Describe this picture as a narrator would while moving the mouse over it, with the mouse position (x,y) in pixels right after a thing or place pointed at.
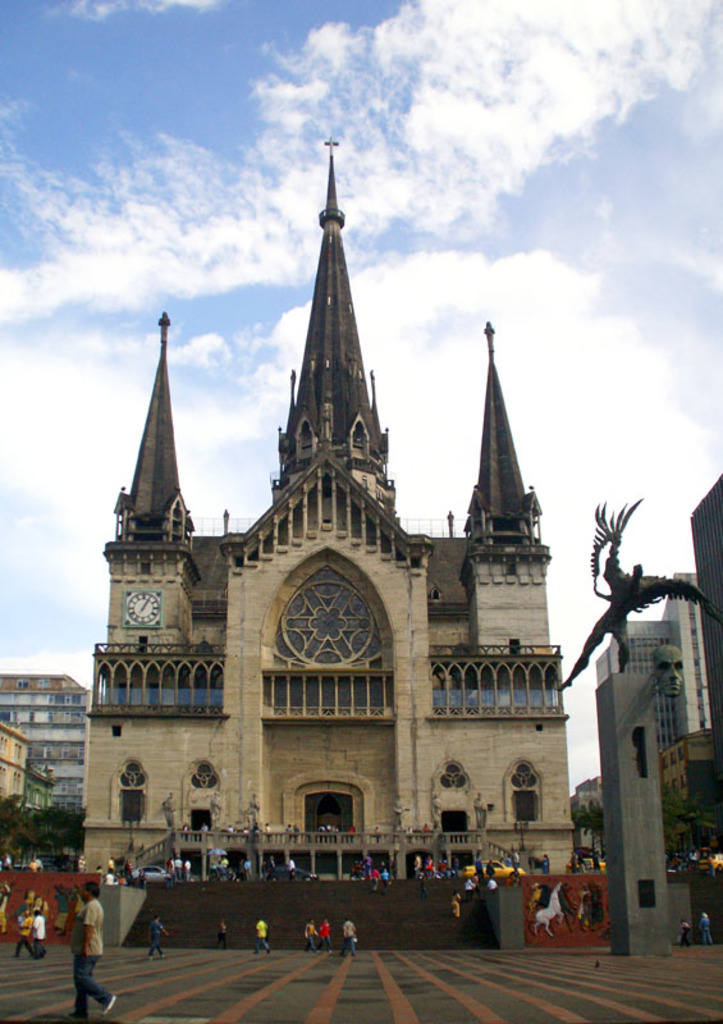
In this image we can see some buildings (377,711), people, sculpture (680,595) and other objects (43,825). At the top of the image (366,174) there is the sky (402,151). At the bottom of the image (339,964) there is the floor (533,995).
